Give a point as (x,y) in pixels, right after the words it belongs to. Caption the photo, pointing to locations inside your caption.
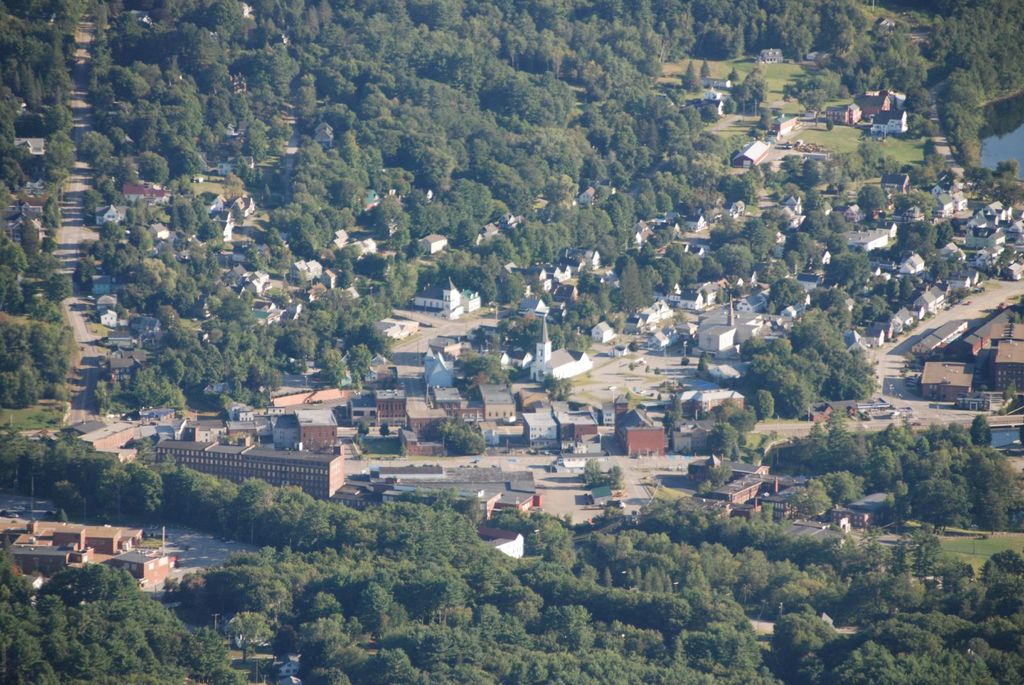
This image is taken from the top view. In this image we can see many trees (459,165) and also buildings (503,402) and houses (535,400). We can also see the roads (623,385). Water (998,137) is also visible in this image.
